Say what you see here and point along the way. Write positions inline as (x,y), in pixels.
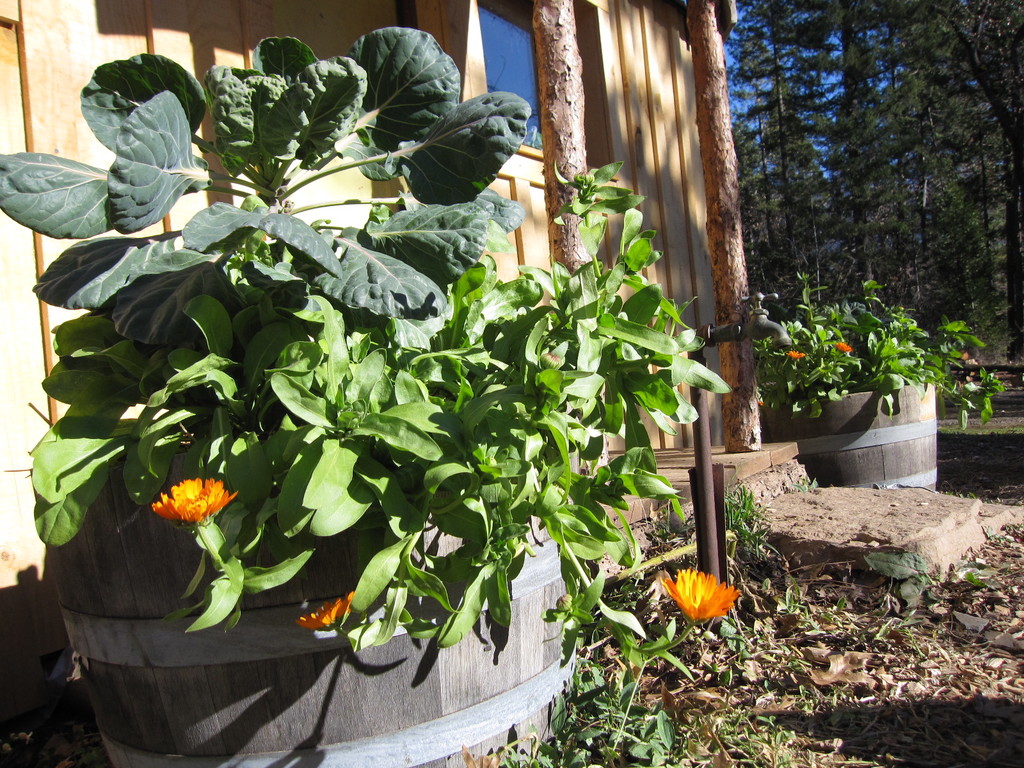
In this picture there is a green plant (460,534) in the wooden pot (416,674) placed on the ground (925,601). Behind there is a wooden house (690,283) and some trees (830,232) in the background (625,112).
